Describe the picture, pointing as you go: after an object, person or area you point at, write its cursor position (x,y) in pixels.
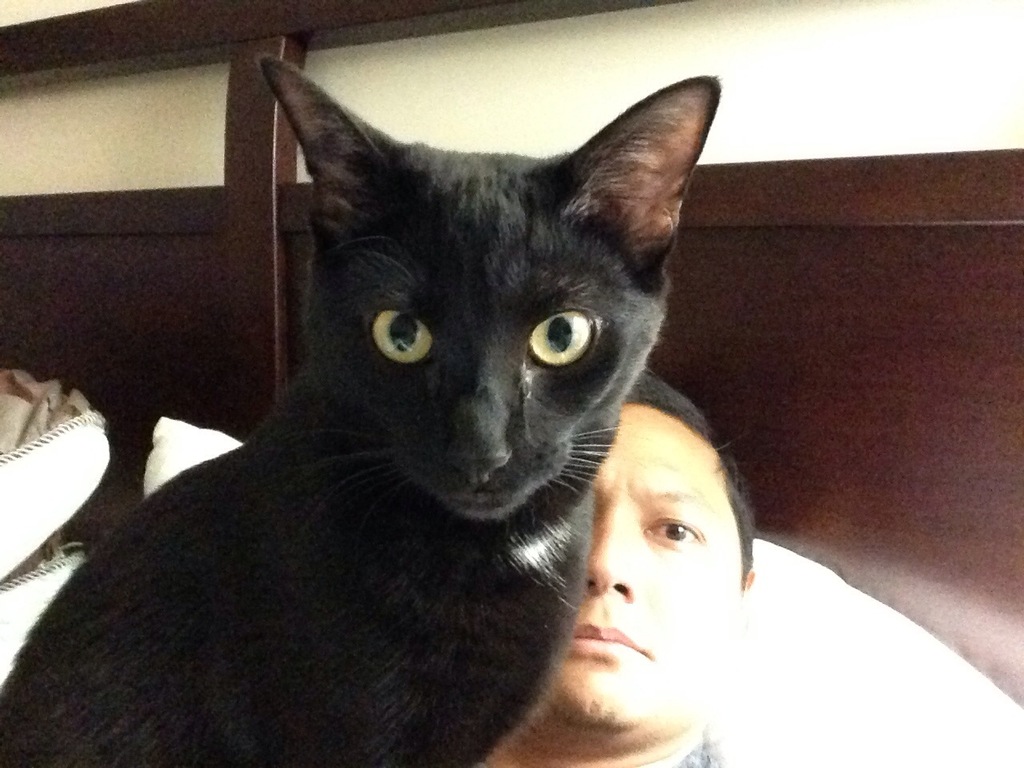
In this picture we can see a black color cat (421,485) and a man (627,593).
